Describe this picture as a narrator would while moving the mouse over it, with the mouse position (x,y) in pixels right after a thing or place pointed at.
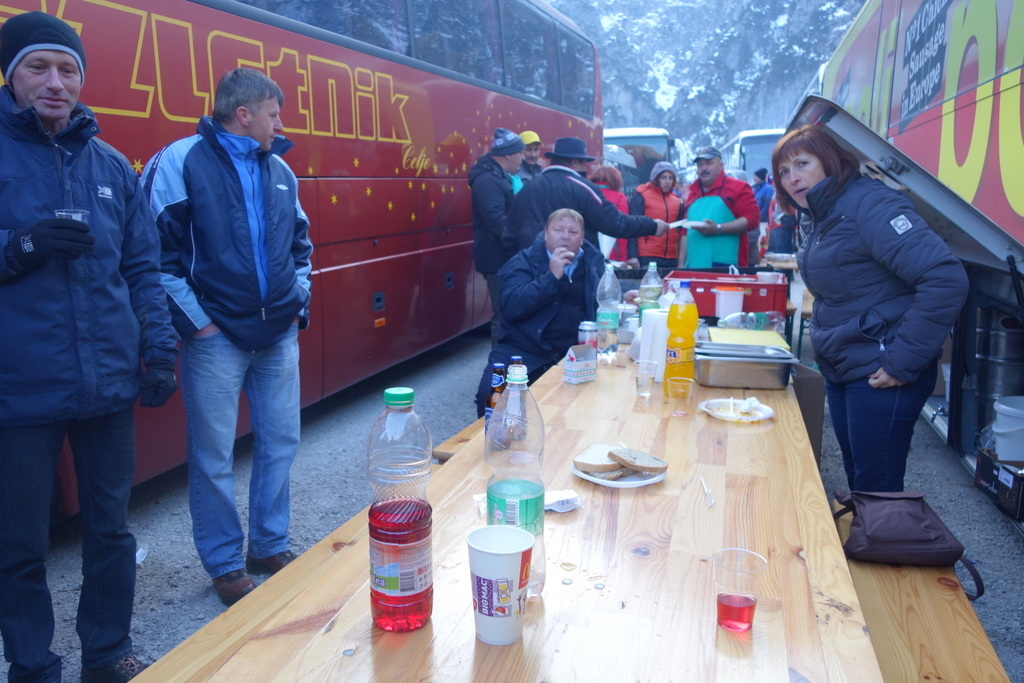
In this image we can see some people (564,279) standing on the floor (468,419) beside a table (463,516) containing bottles (502,454), glasses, plates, bowls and some tins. We can also see some bushes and trees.
